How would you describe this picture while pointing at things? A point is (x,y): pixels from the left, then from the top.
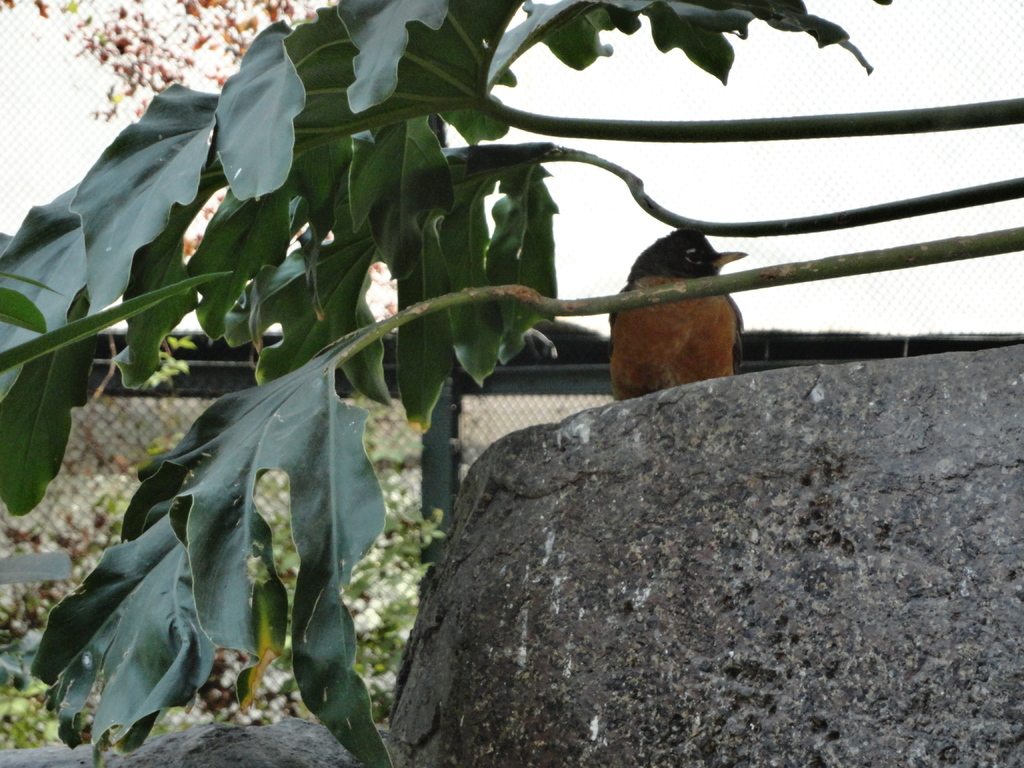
In this image there is a bird (685,326) sitting on a rock (974,474) and there are leaves (377,118), in the background (398,404) there is a fencing (482,416) and a plant (358,579).
